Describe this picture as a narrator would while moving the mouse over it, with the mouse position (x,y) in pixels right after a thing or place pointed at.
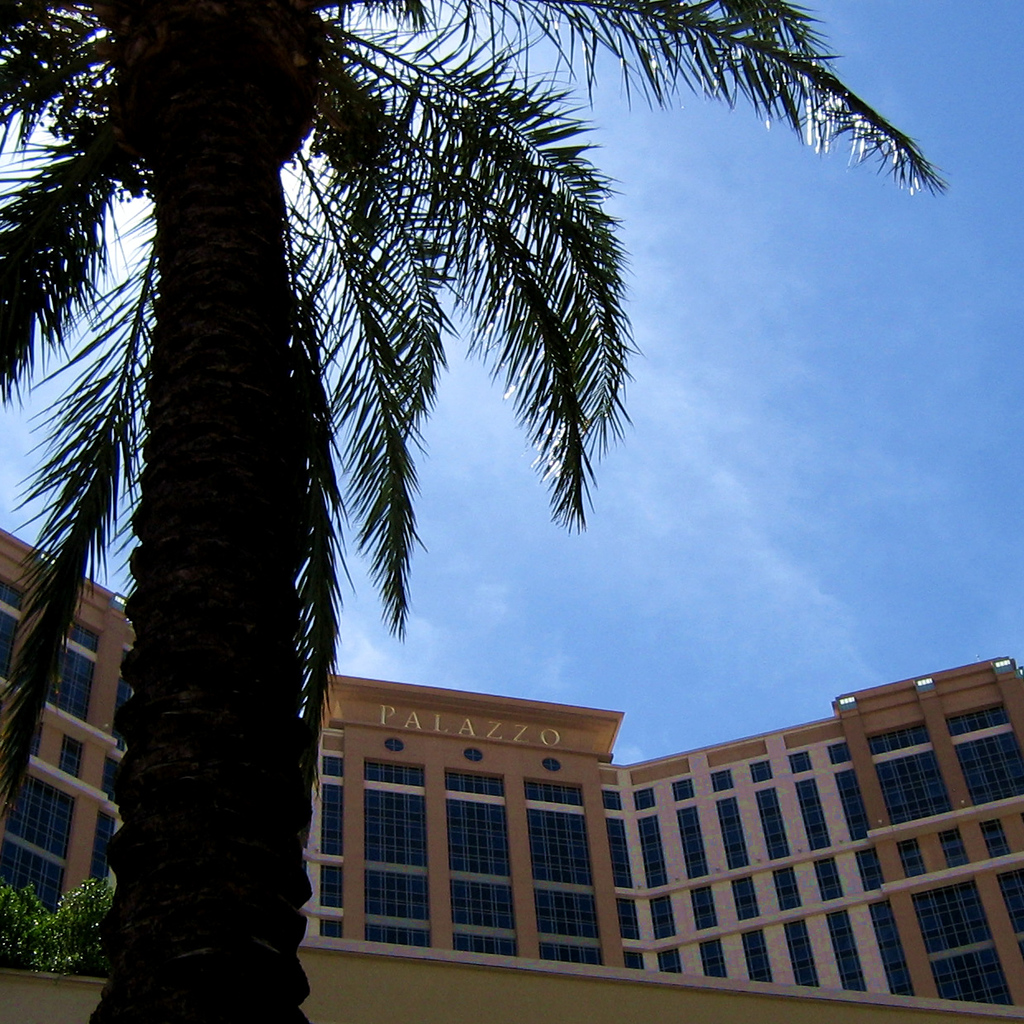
This is an outside view. On the left side (169,617) there is a coconut tree (187,383) and some plants (48,920). In the background (562,907) there is a building (658,857). On the top of the image (760,293) I can see the sky (861,405) in blue color.
